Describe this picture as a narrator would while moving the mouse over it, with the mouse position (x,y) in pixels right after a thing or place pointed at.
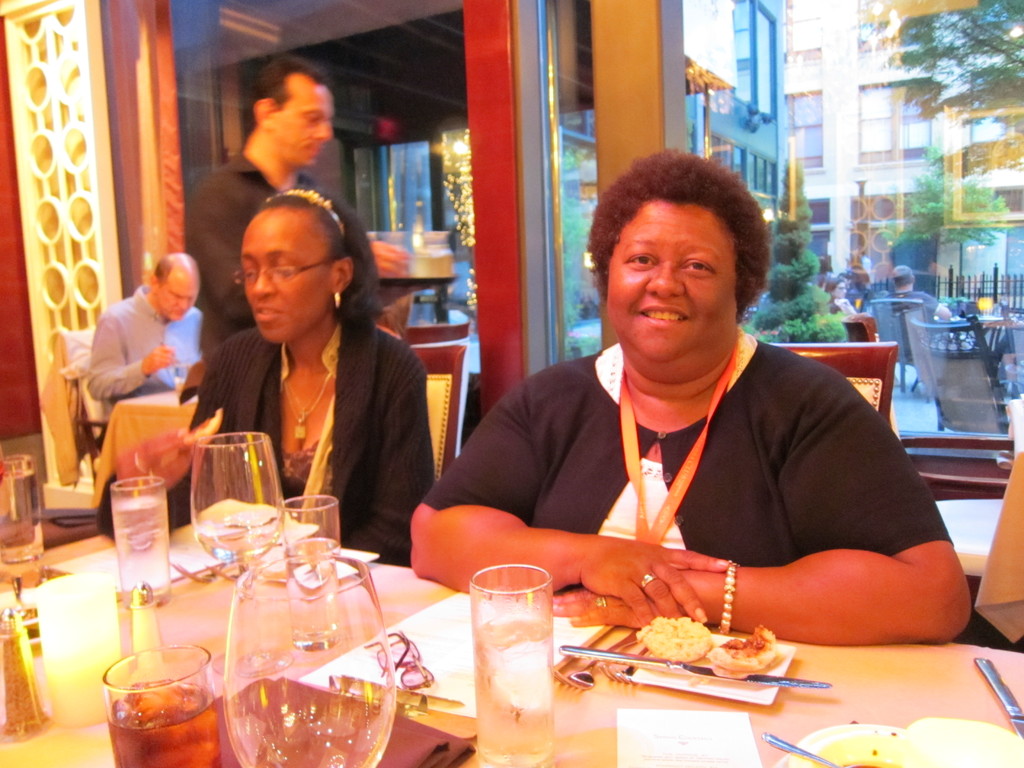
there are two women (675,291) sitting on a chair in front of a table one man (290,185) is walking behind the women (312,237) there are trees (803,213) building (904,181) can see through the window (820,155).
